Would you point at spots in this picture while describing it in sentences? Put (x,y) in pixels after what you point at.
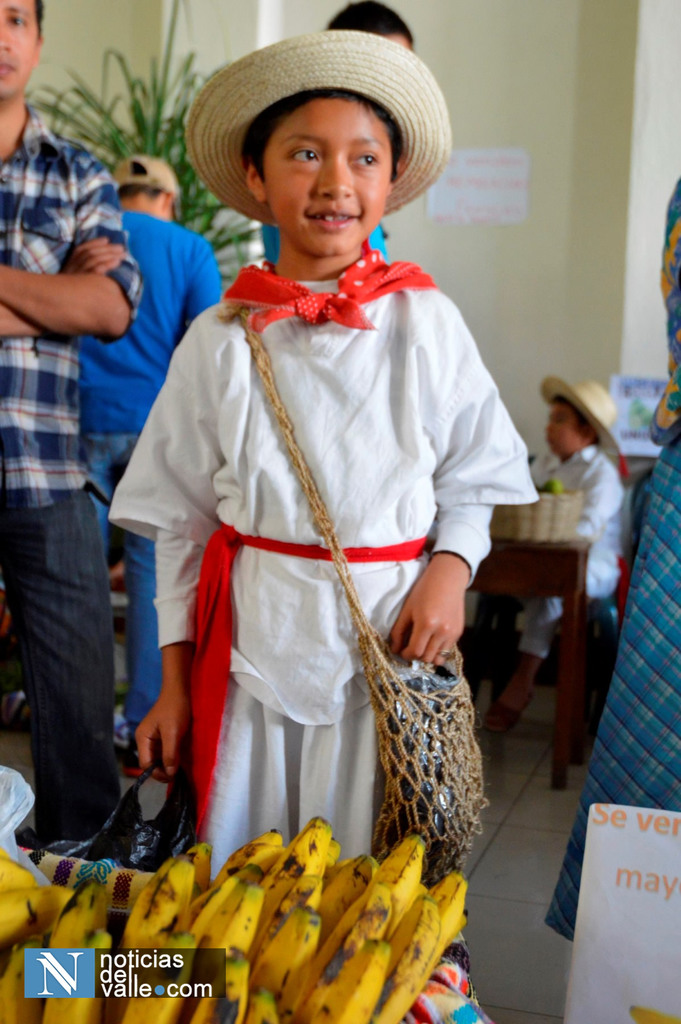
In this image I can see few children (293,360) and I can see few of them are wearing hats (169,172). I can also see he is carrying a bag (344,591) and here I can see number of yellow colour bananas (326,908). I can also see something is written over here and here I can see watermark (154,949). I can also see this image is little bit blurry from background (452,29).
